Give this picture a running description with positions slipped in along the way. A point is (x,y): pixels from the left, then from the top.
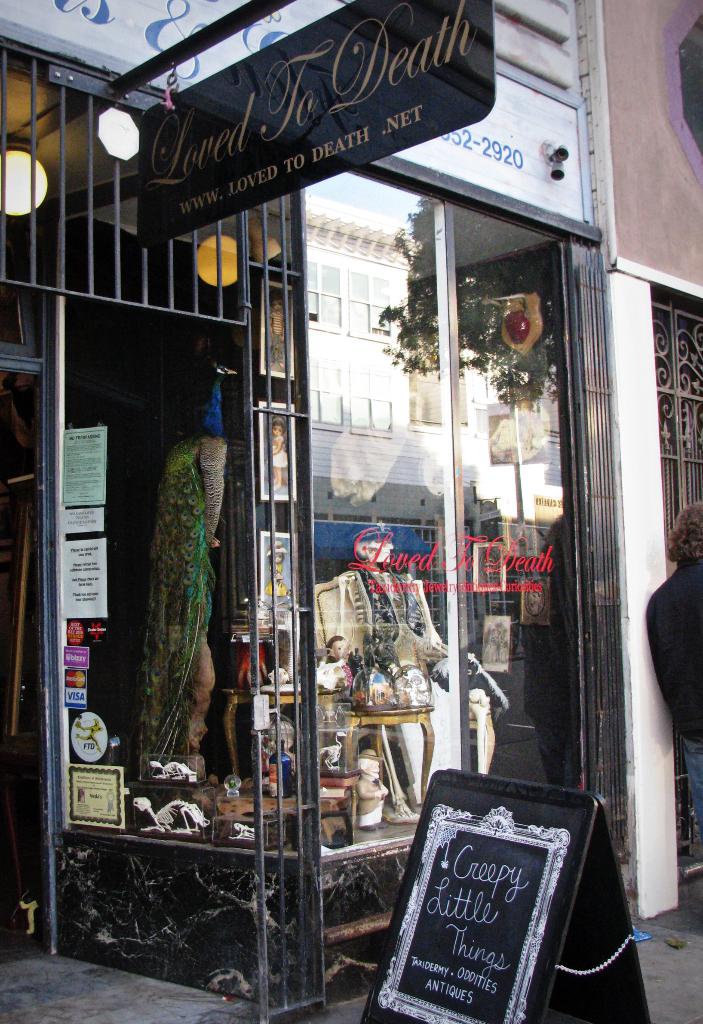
In this image we can see the boards (495,890), glass windows (442,526) through which we can see many objects (229,820), ceiling lights (39,173) and a person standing here.
